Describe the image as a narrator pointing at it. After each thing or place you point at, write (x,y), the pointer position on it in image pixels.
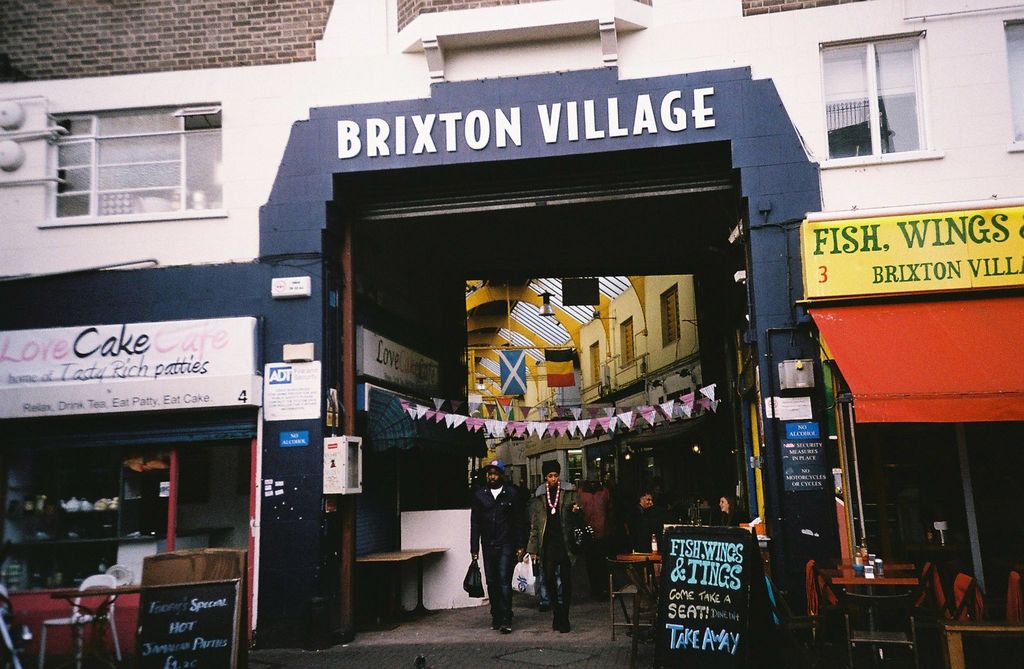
This picture is clicked outside. In the foreground (970,596) we can see the chairs (1019,577), tables (76,632) and many other items (122,536). In the center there are two persons (521,511) holding some objects (474,585) and walking on the ground (576,611). At the top (848,128) we can see the flags (426,412) are hanging on the rope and we can see the buildings (239,157) and the text (640,127) on the buildings (454,206). In the background (581,374) we can see the flags (563,359), roof (565,306), windows (624,353) of the buildings (647,369) and many other objects (41,532).
